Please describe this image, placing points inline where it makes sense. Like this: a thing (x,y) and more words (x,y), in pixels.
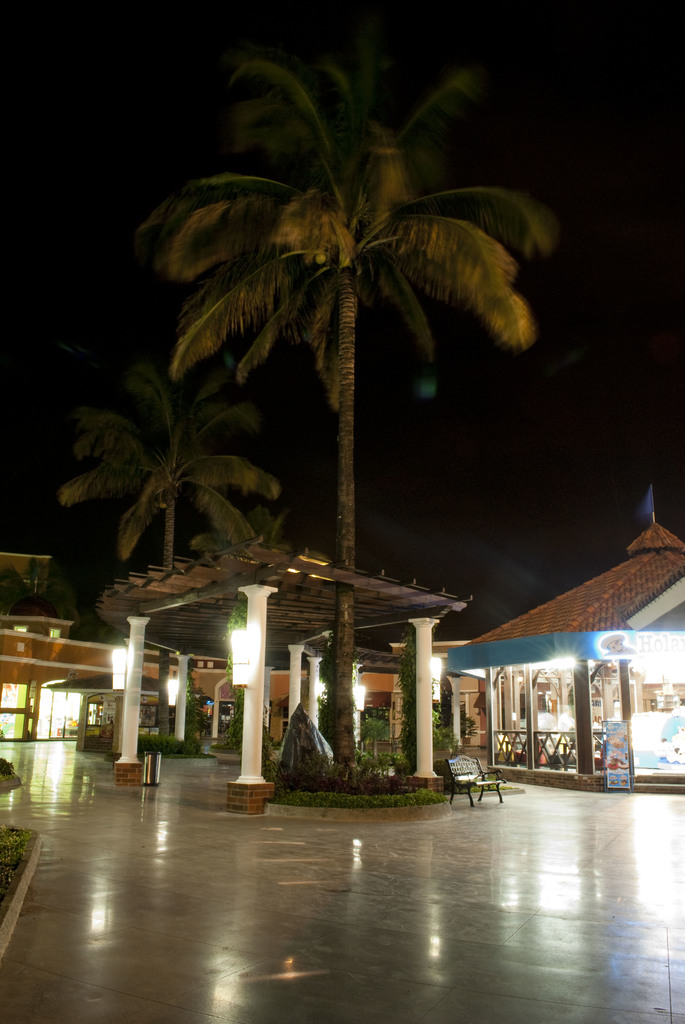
In this image there is resort (684,715), in the middle (244,547) there is a roof (209,624) and trees (244,475), beside the roof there is a bench (467,783).
